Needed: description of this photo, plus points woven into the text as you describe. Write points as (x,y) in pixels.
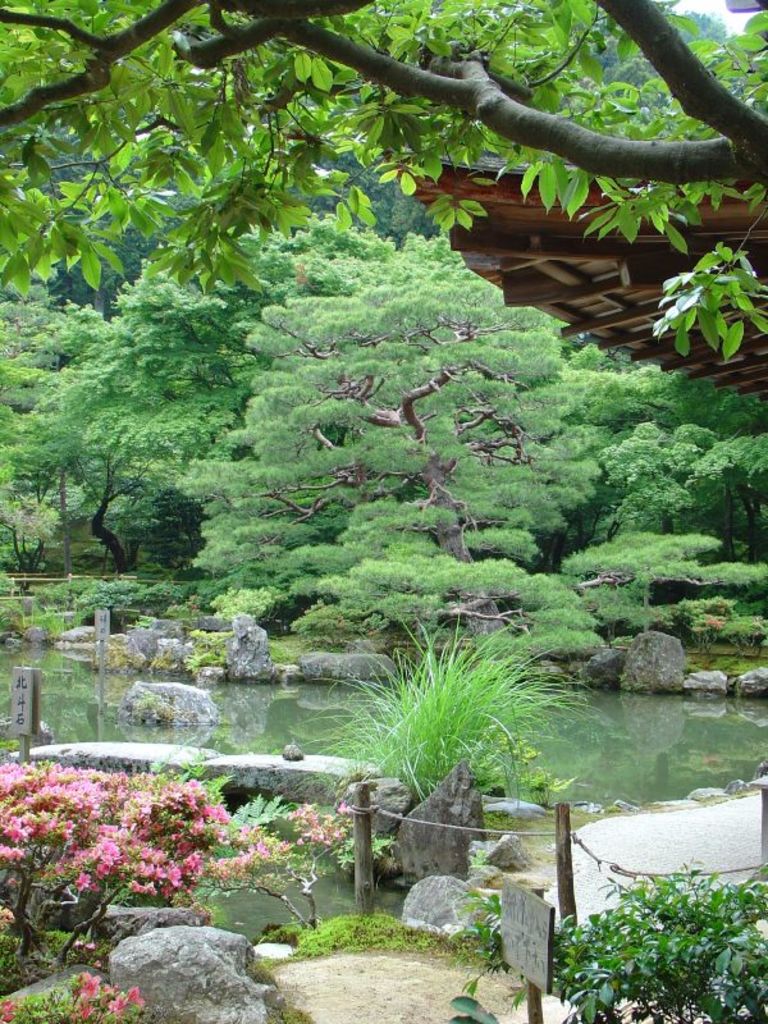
The picture consists of plants (633,950), trees (422,433), grass (415,712), railing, stones (150,719) and water (312,686). On the left (128,869) there are flowers (197,877).
